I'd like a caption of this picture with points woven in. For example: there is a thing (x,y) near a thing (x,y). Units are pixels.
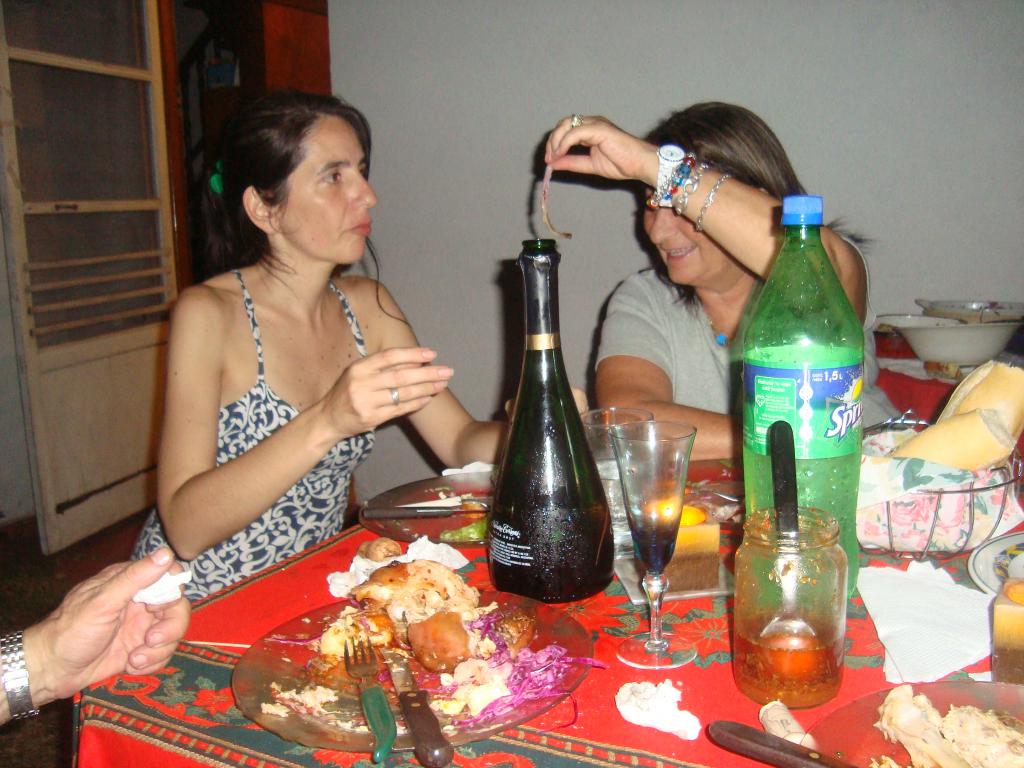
In this picture two women (240,327) are sitting on the table (335,545) and there are food items (432,623) on top of it. We also observe a sprite bottle (812,480) on top of it.
